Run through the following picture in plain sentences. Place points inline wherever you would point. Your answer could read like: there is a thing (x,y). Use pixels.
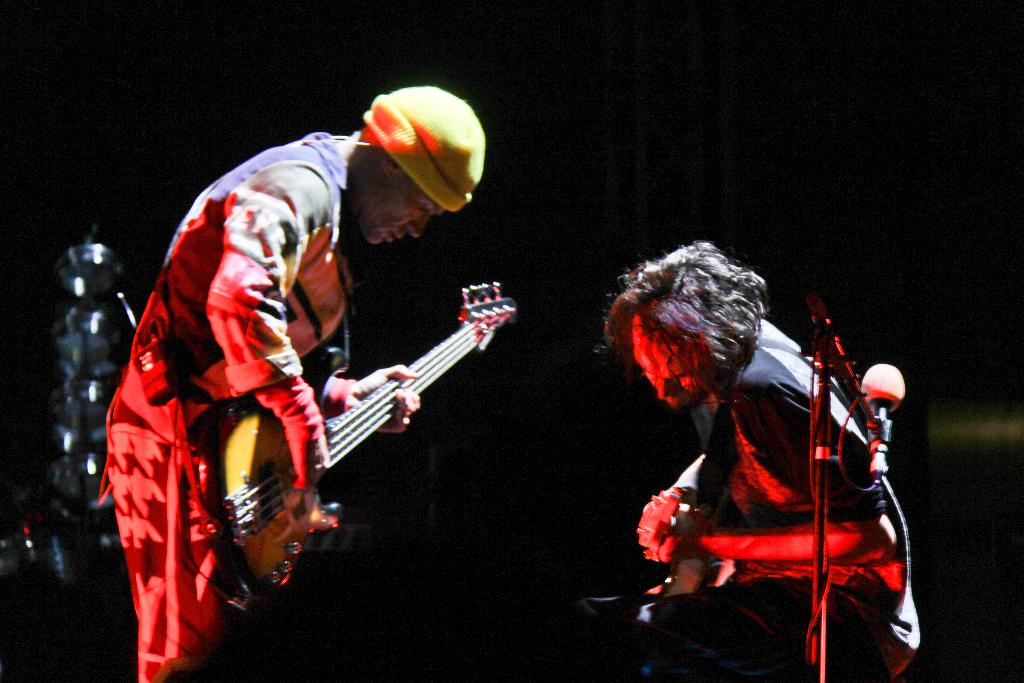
In this image there are two persons (399,378) playing a musical instruments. There is a mic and a stand (820,352).
